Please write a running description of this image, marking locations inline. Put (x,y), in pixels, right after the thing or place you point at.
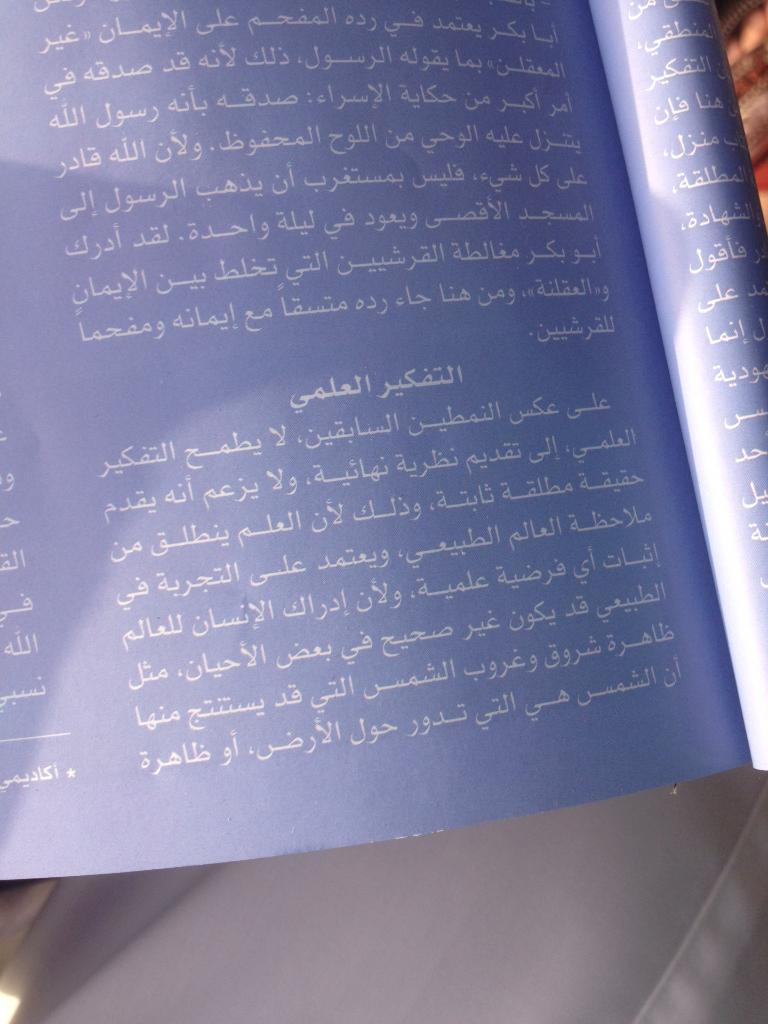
In this picture we can see a book (340,730) with some text (532,56) on it and in the background (253,910) we can see some objects (752,72).
